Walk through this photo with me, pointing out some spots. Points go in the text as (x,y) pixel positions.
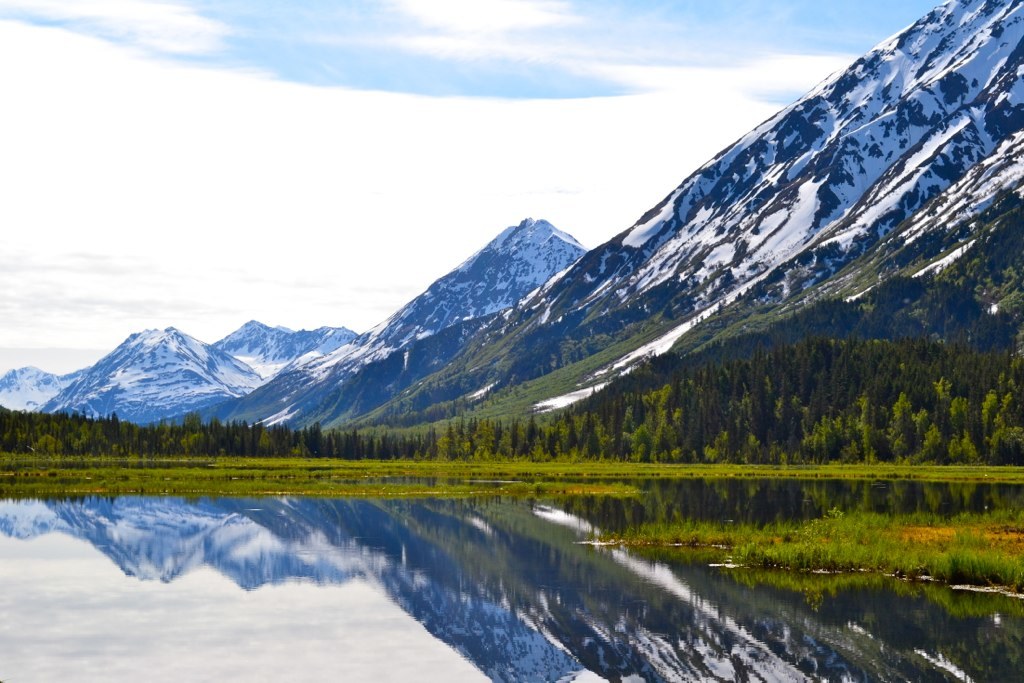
There is water (517,564), near grass (805,535) on the ground (931,537) and trees (892,417). In the background (938,88), there are snow mountains (558,259) and clouds (221,71) in the blue sky (302,63).
